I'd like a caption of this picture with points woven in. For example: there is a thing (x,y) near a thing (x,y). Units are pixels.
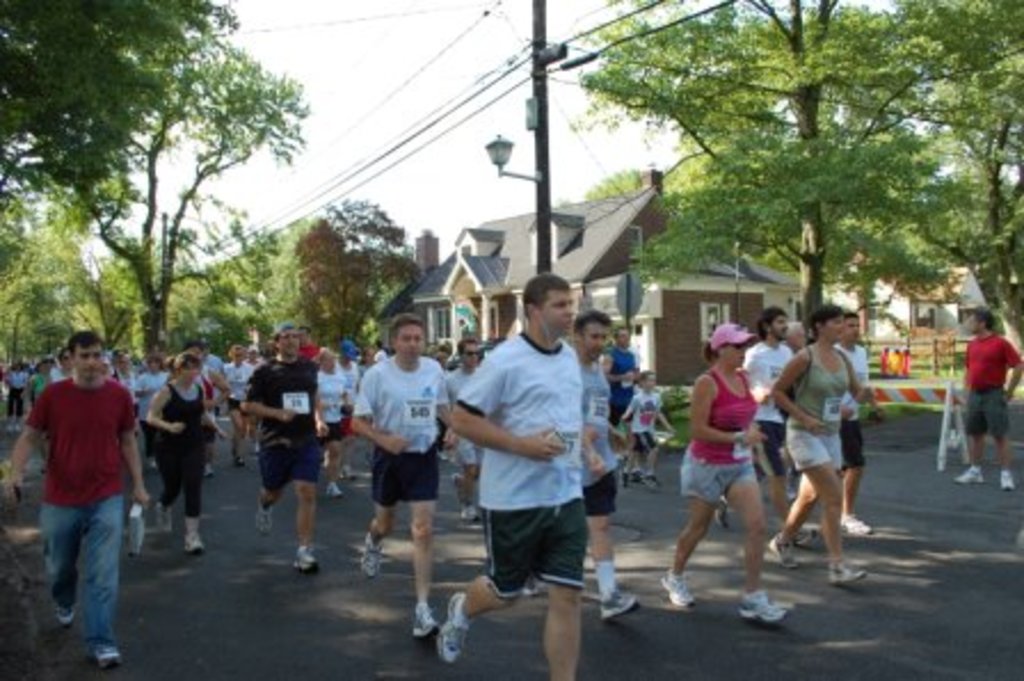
In this picture we can see so many people (473,455) are running on the road (984,548), beside the road (591,621) there are some houses (632,233), trees (590,196) and electric poles (536,98) with wires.
